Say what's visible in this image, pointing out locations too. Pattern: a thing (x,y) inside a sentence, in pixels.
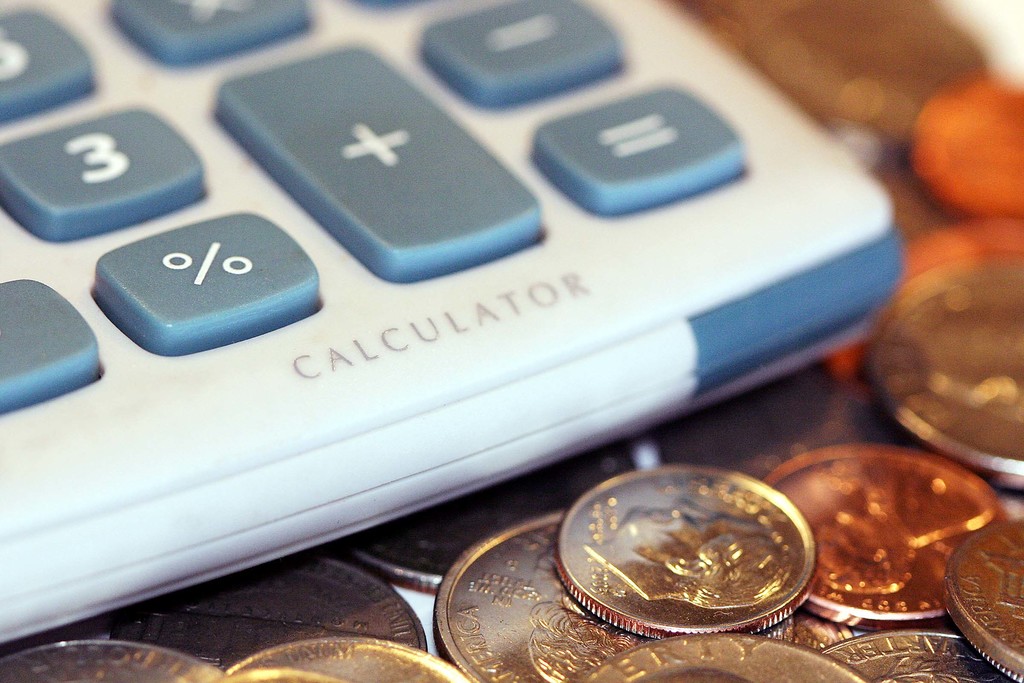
In this picture we can see a few coins (701,497). There is a calculator (59,186). We can see numbers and symbols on this calculator (501,286).
